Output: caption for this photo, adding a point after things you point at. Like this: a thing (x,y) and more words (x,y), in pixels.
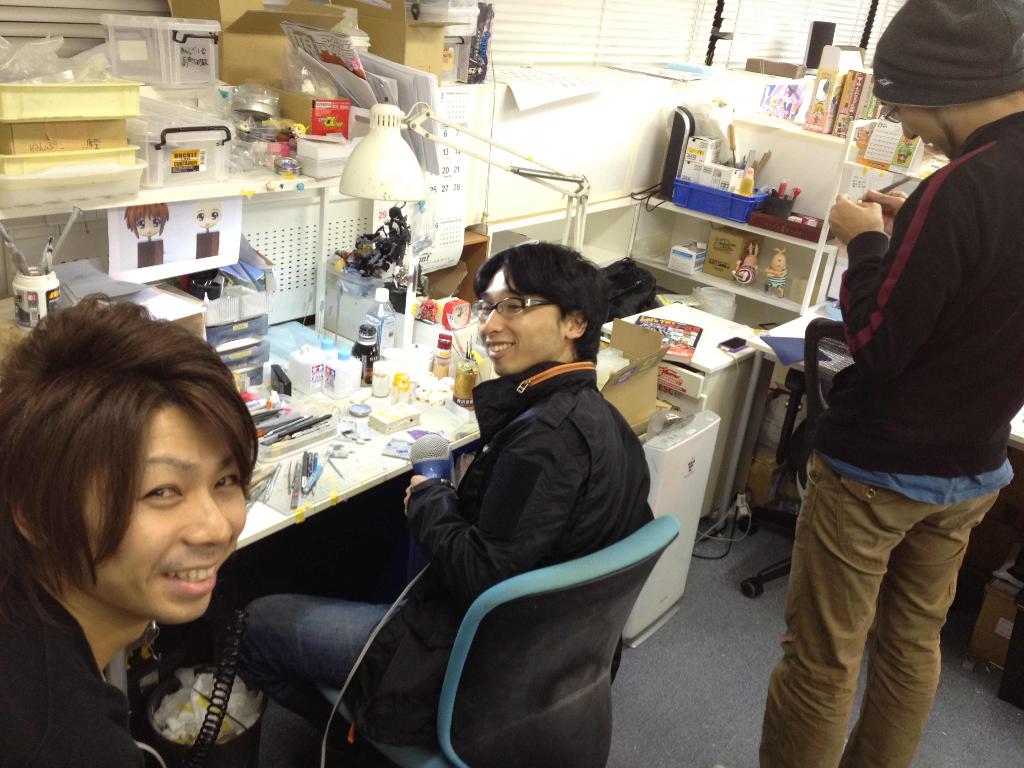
In this image we can see people (615,525) sitting on the chairs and standing on the floor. In the background (276,116) there are stationery (329,461), cartons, table lamp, toys (780,250), polythene covers (262,122), organizers (200,177) and some papers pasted on the wall (774,156).
